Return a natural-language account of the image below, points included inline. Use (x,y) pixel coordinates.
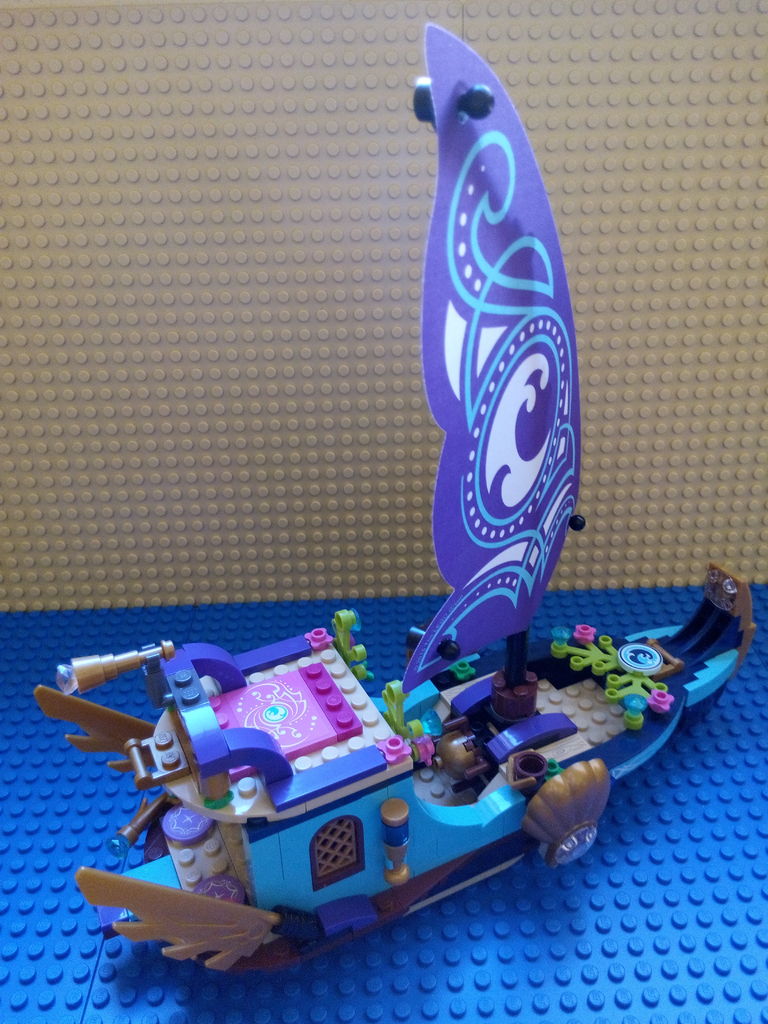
In this picture we can see the Lego (670,710). In the center (468,645) there is an object (542,681) which seems to be the toy boat (324,761) and we can see some other toys (465,740).
